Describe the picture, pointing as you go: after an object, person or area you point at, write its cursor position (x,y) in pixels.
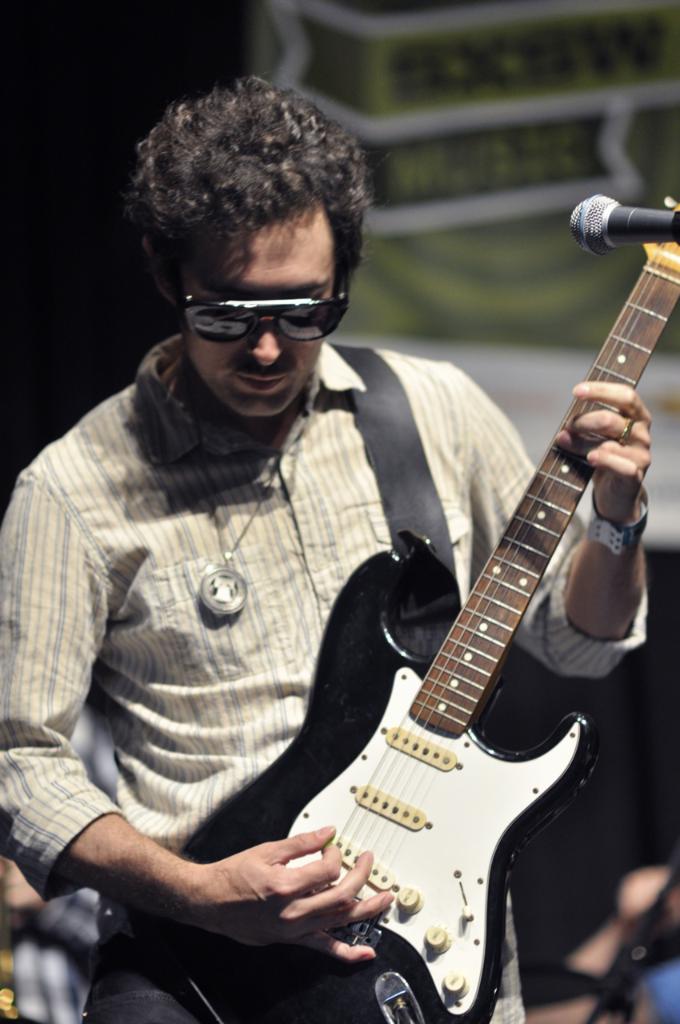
In this image the man (347,526) is holding a guitar (431,875) and there is a mic (613,216).
